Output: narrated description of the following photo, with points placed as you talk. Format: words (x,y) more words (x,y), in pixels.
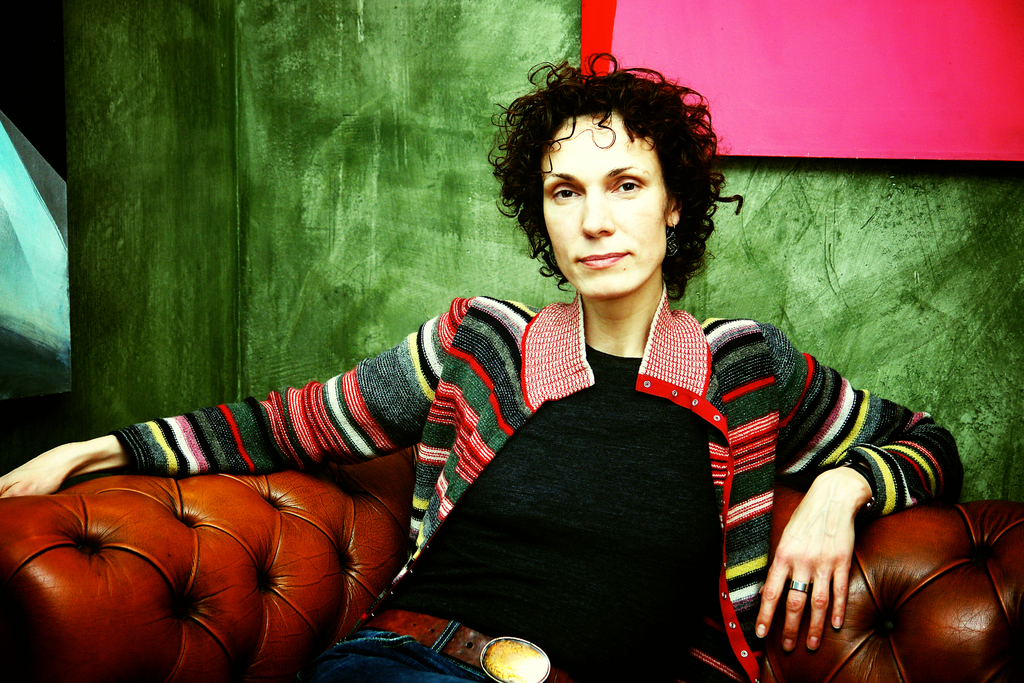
In this picture, there is a woman (672,420) sitting on the sofa (871,609). She is wearing a sweater (503,409), black t shirt (584,485) and a jeans (422,679). Behind her, there is a wall (418,136) with a frame (795,132).
